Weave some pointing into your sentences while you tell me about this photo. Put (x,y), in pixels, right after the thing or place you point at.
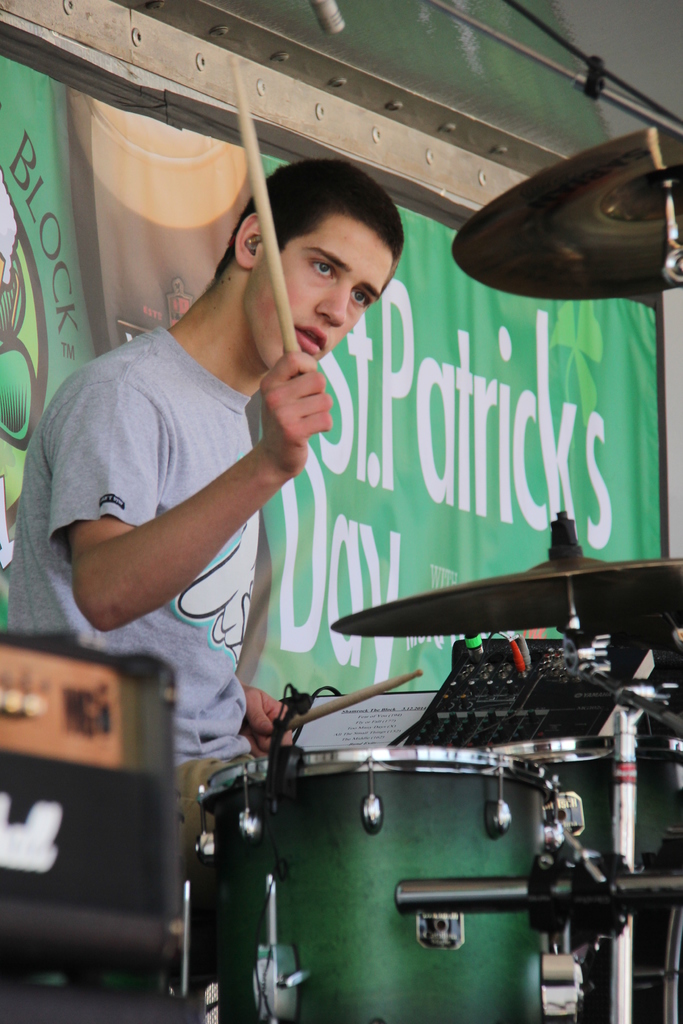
In this image I can see a man (181,513) wearing t-shirt (139,429) and playing the drums (415,842). In the background (462,381) there is a banner (436,344). The man (236,516) is holding sticks (311,714) in his hands (283,716).
